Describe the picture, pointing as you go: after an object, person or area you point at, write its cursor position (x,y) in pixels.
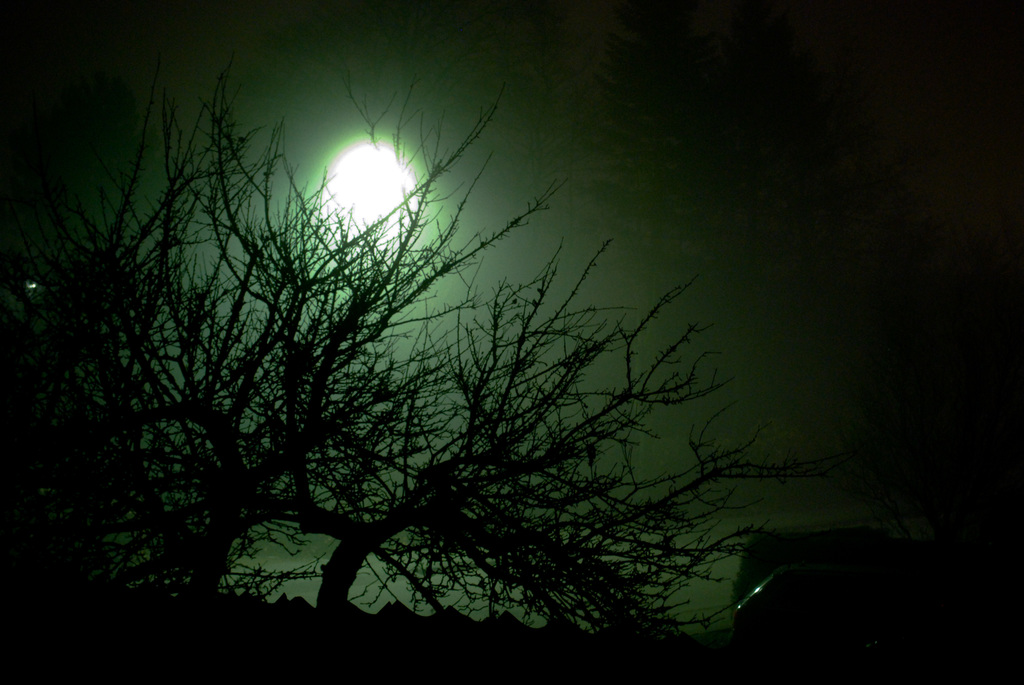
This picture is clicked outside. In the foreground (301,606) we can see there are some objects (844,621). In the background (581,479) we can see the trees (511,442) and the moon (390,180) in the sky (556,198).
